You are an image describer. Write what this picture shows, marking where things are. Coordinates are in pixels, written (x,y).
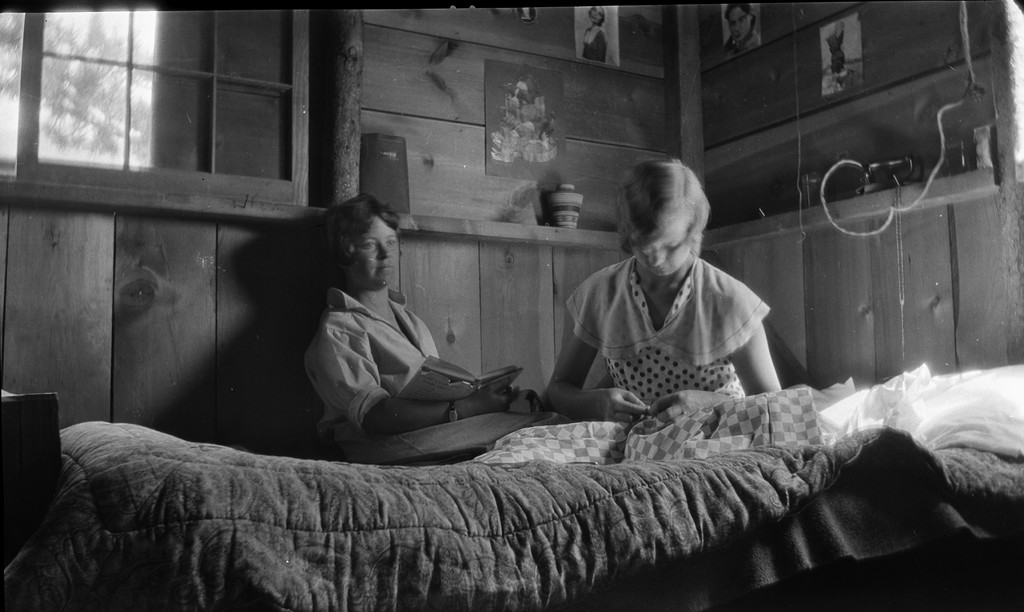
In this image I see 2 girls (759,365) who are on the bed (850,541) and this girl (505,398) is holding a book (461,377). In the background (526,357) I see the wall (12,359), few photos (553,76) on it and the window (263,148).
